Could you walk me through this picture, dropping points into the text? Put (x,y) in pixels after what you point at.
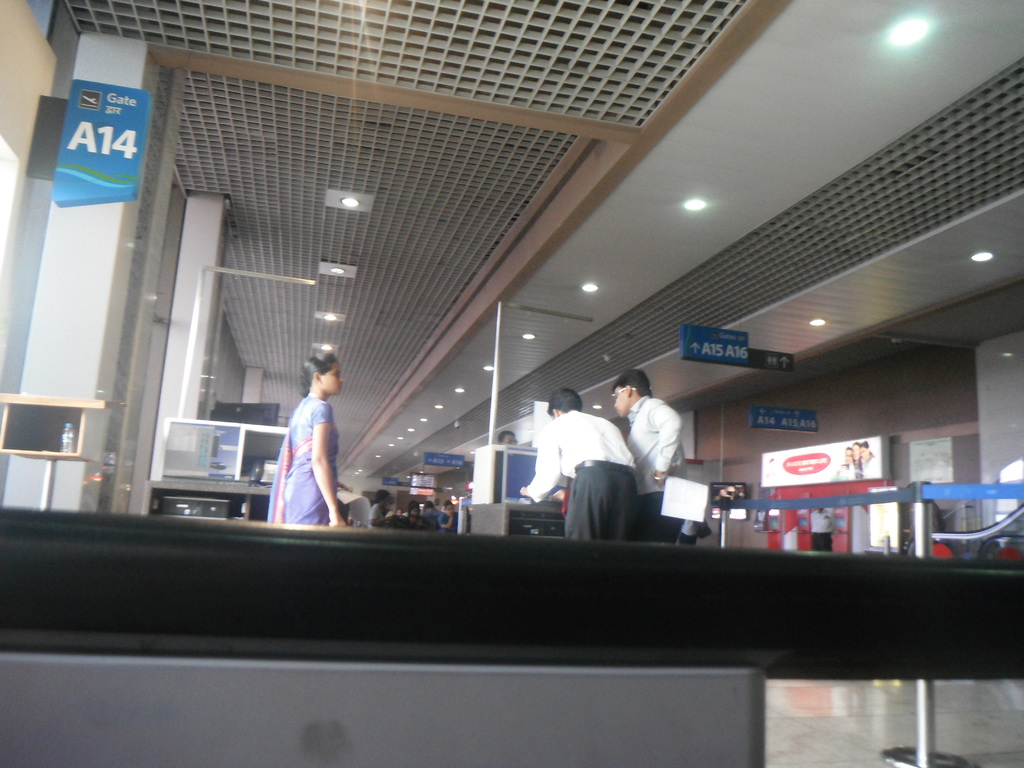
There is a woman (300,426) and two persons (566,469) standing. There are systems (207,438) on tables (198,481). On the ceiling (455,336) there are lights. Also there are sign boards (722,337). There are poles (916,544) with elastic ropes (844,505). In the background (789,465) there are banners (871,440).
